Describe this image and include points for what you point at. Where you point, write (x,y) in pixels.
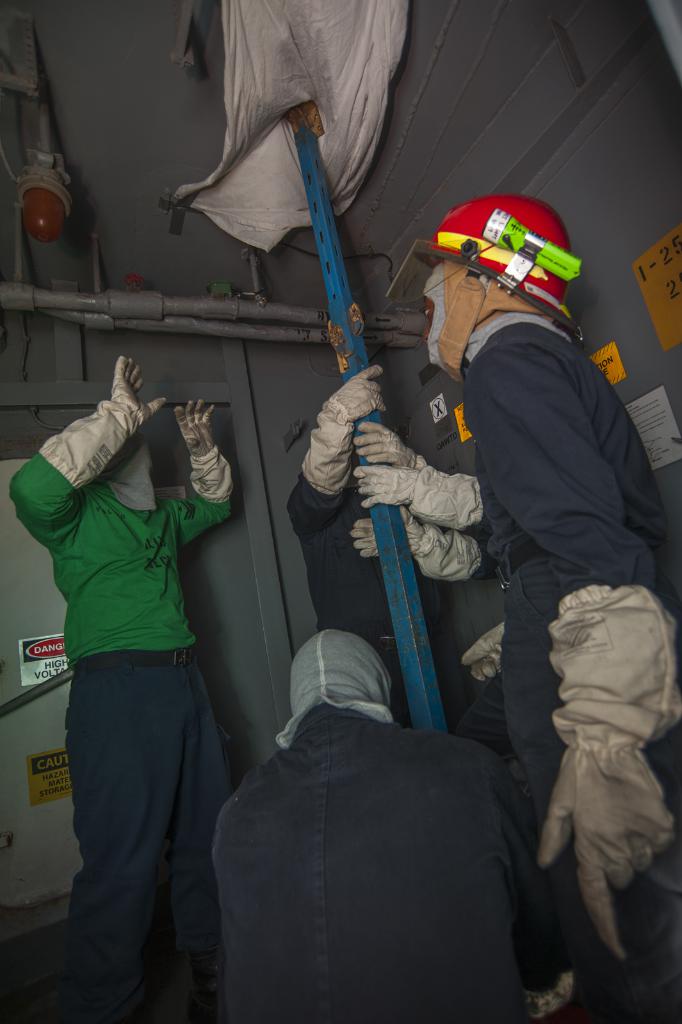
In the given image i can see the inside view of the ship (241,671) that includes people (373,681), metal rod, cloth (316,18), light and pipes (321,340).
